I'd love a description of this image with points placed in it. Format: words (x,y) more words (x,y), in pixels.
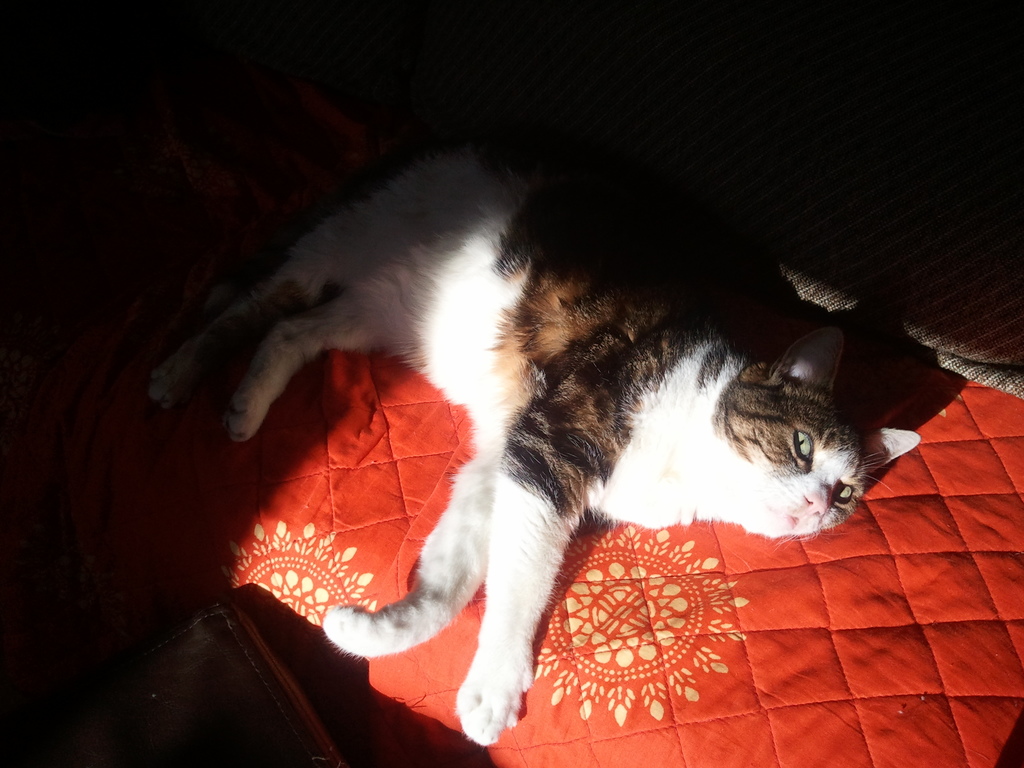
In this image I can see the cat (620,453) which is in white, black and brown color. It is on the red color cloth (714,642). And there is a black background (456,24).
